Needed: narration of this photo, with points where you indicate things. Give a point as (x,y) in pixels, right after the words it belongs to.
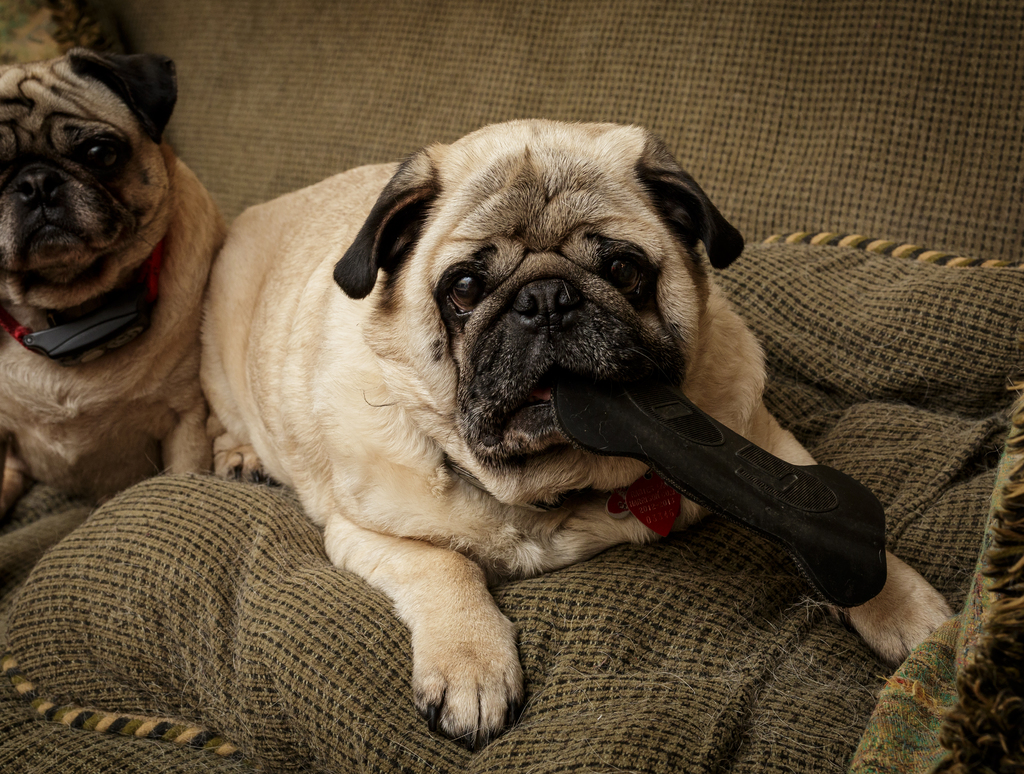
On the left side (42,323), there is a dog (101,186) on a sofa (195,44). In the middle of this image (657,492), there is another dog (357,245) on a pillow (847,447) which is on the sofa (204,747). And the background (189,33) is brown in color.
